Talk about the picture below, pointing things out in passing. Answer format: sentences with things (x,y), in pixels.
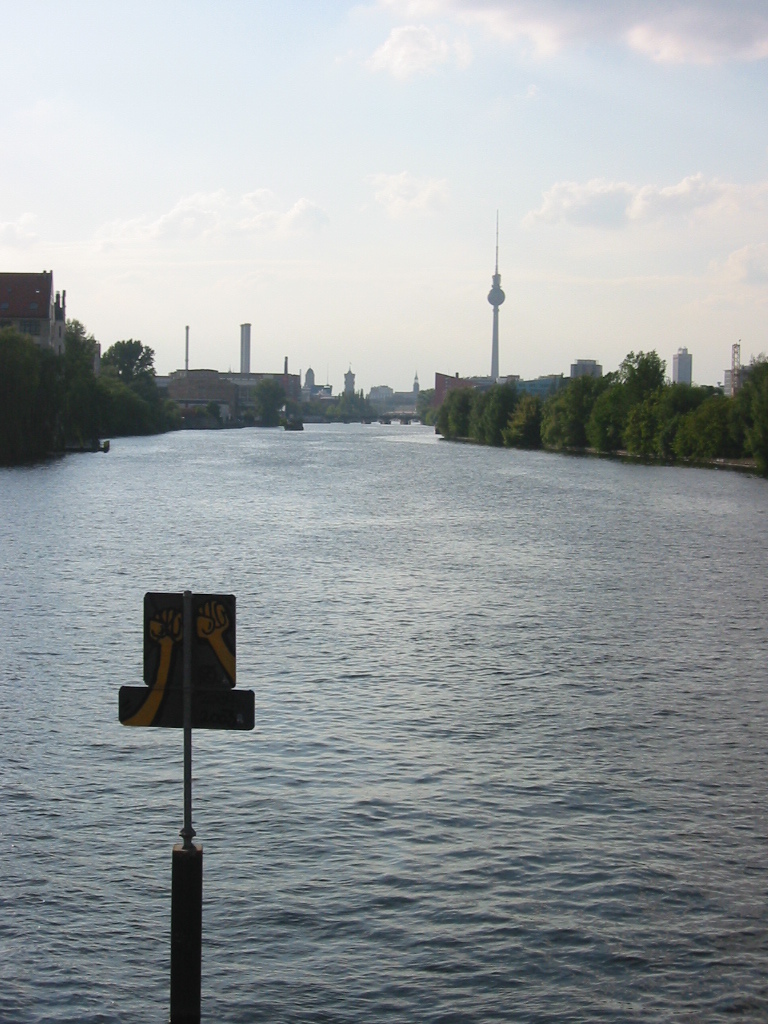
In this image we can see a board (206,642) to the pole (185,632), we can see water (398,872), trees (682,423), tower buildings (36,304) and the sky (461,261) with clouds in the background (546,294).
